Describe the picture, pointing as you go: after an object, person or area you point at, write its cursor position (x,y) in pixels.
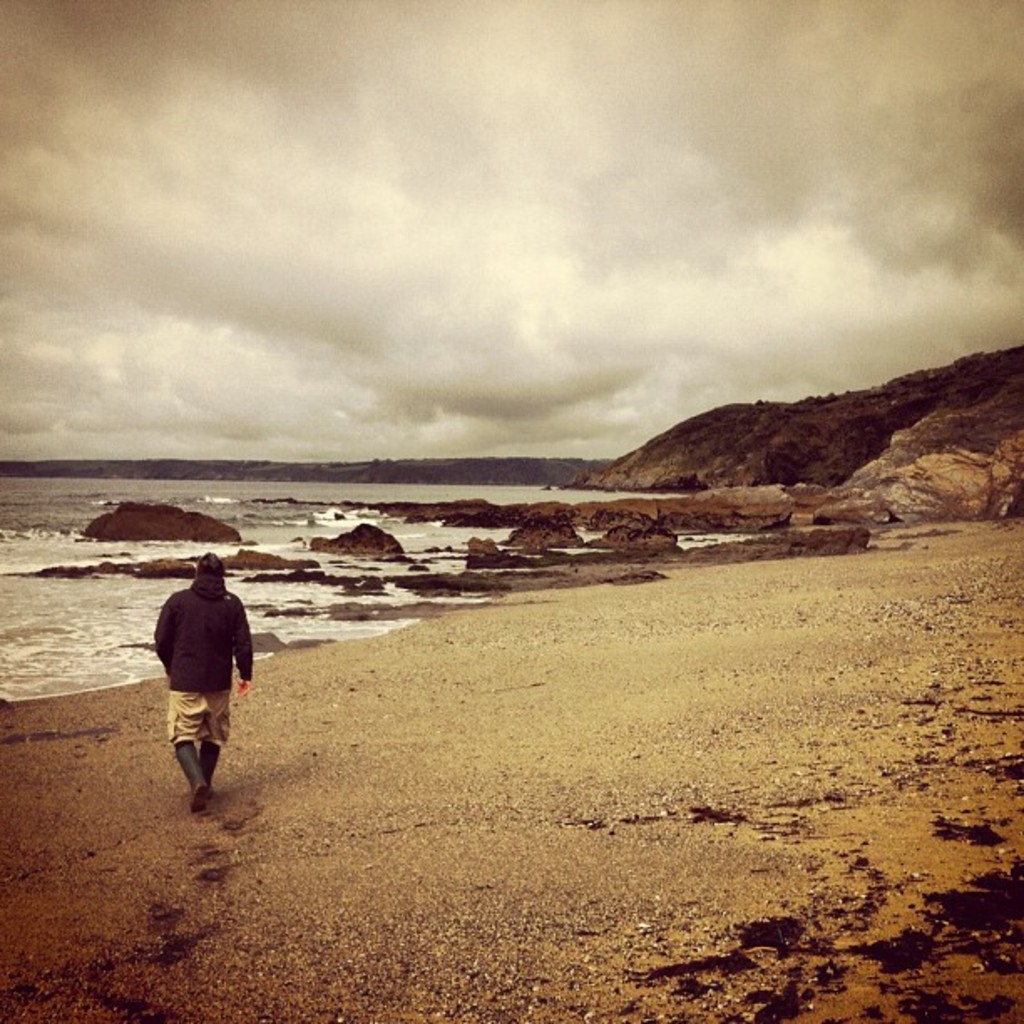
This image consists of a person (220,617) walking. At the bottom (390,926), there is sand (398,759). To the left (95,562), there is a beach (107,553). To the right (866,451), there are mountains (793,435). At the top (425,209), there are clouds (322,140) in the sky (345,132).
